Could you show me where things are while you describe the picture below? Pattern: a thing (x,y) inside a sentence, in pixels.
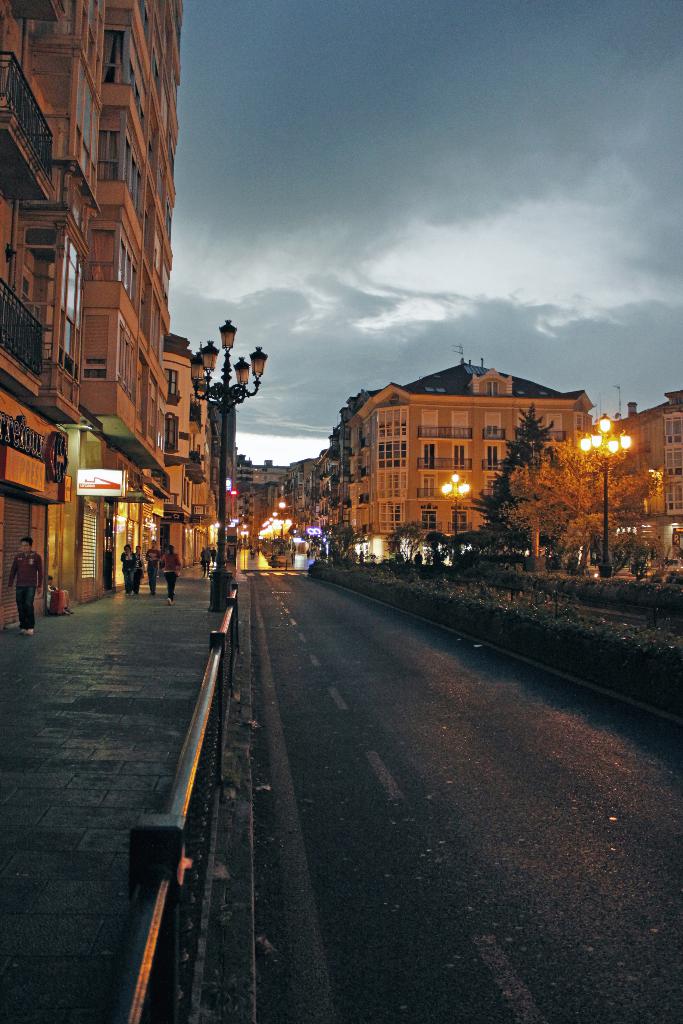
In this picture we can see the road (277,804), fence (148,962), light poles (607,539), trees (481,556), some people (180,572) on the footpath (150,619), buildings (180,396) with windows (455,456) and some objects (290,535) and in the background (371,350) we can see the sky (444,226).
